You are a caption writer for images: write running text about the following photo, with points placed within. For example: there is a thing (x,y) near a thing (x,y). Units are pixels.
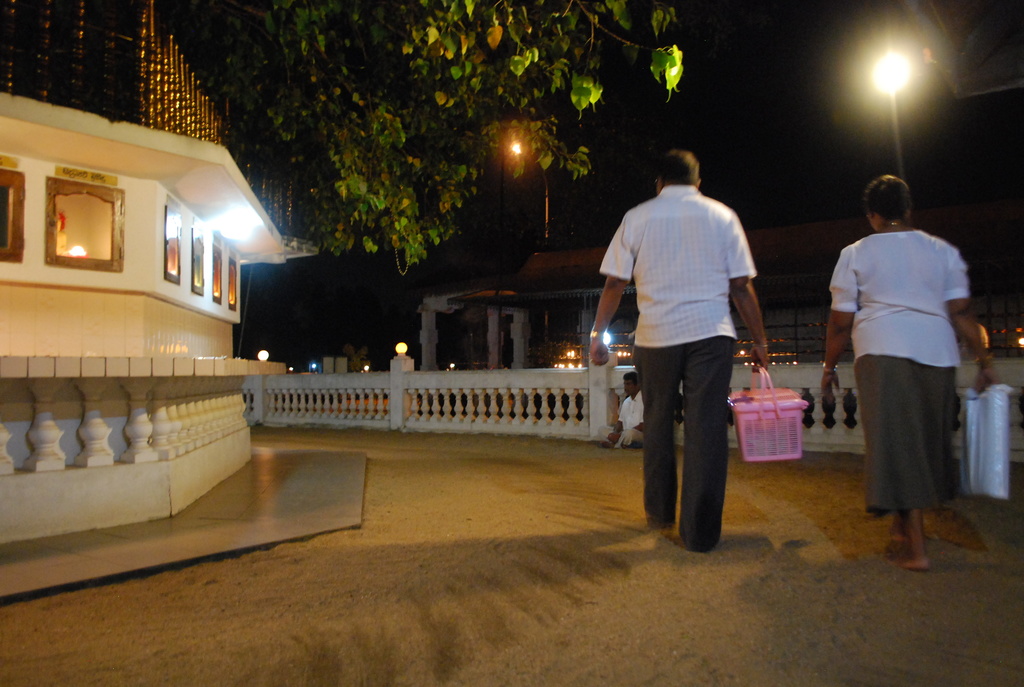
In this picture we can see two people (629,262) holding plastic cover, basket (780,411) with their hands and walking and in front of them we can see a man (630,386) sitting on the ground (455,460), fence (423,397), pillars (490,318), street light poles (900,158), lights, leaves (510,20) and beside these leaves (470,127) we can see mirrors (196,245) on the wall (211,232), grills (103,81) and in the background (698,61) it is dark.
